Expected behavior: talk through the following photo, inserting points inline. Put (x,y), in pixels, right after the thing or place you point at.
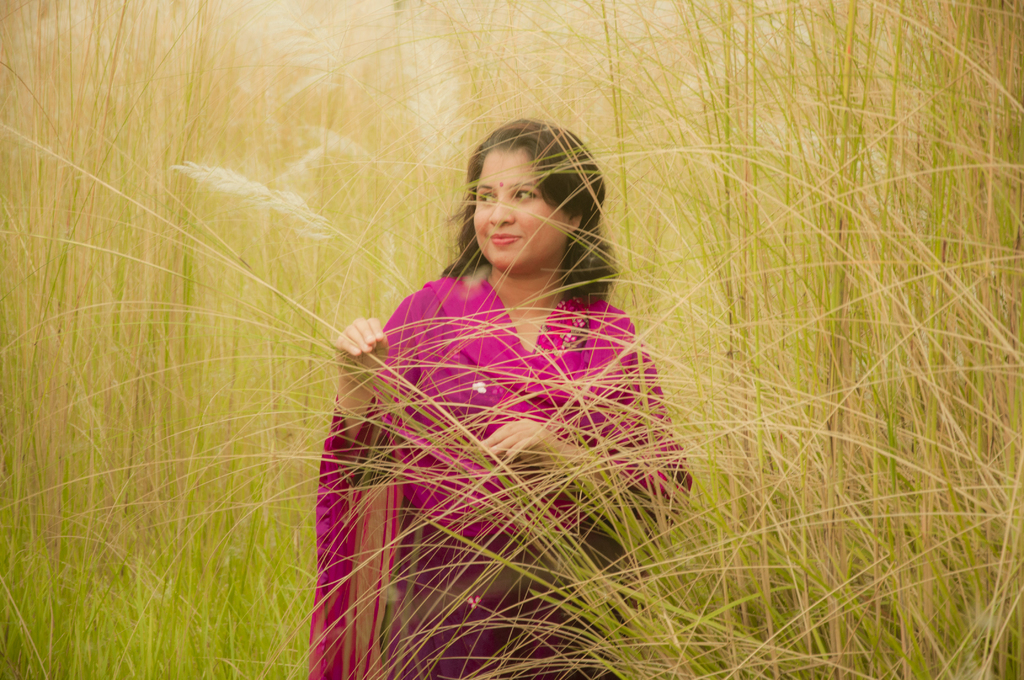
In this image we can see a woman (530,442) standing on the ground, behind her we can see some plants (205,587).
